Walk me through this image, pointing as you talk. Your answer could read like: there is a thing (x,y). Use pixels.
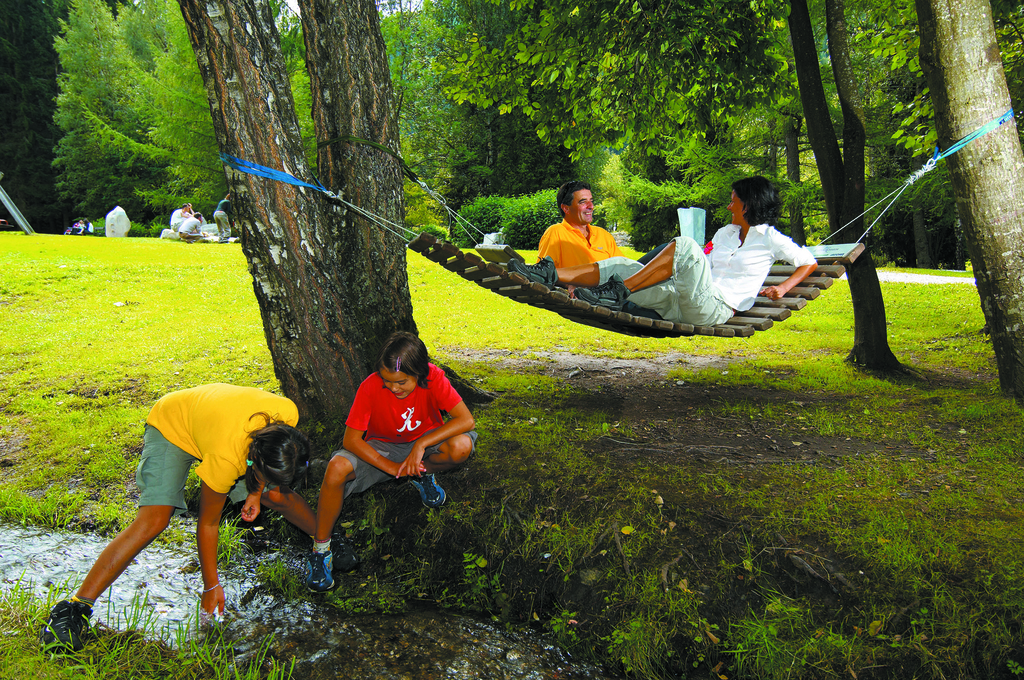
In this image we can see two persons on the swing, there are two people (183,479) near the water (180,574), a few people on the grass (77,266), a few trees (98,42) and some bushes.
